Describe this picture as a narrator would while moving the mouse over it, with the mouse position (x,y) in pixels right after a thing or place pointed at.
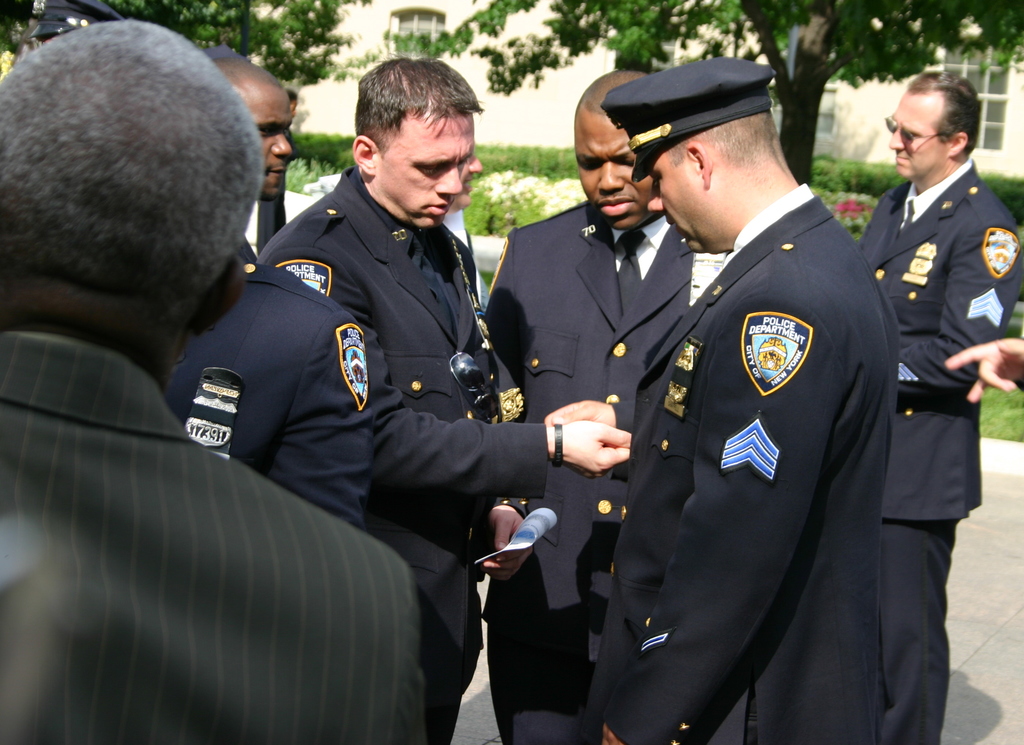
In this image we can see a few persons (550,568) standing, among them two persons (474,585) are holding the objects (536,525), in the background (526,196), we can see some plants (500,207), flowers (511,185), trees (762,19) and a building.
